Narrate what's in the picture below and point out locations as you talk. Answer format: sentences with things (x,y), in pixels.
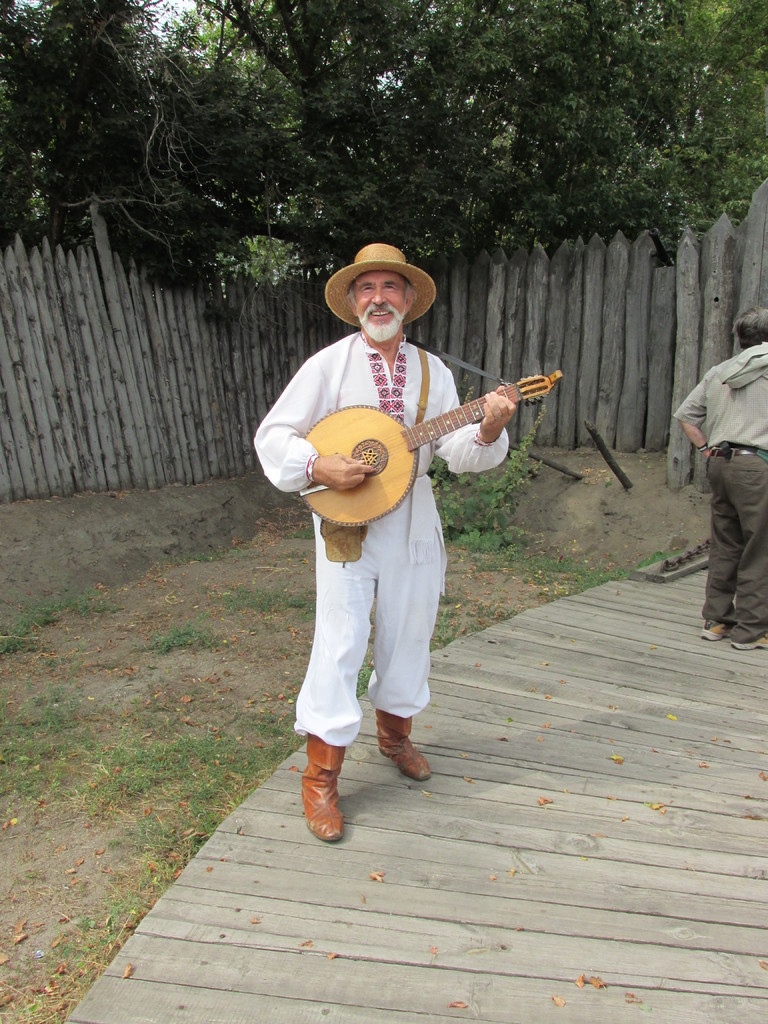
This picture describe about a man (333,819) wearing white dress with brown shoe (318,812) is standing on the walking path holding the lute (519,392) and smiling, Beside we can see men (748,596) wearing grey t-shirt (744,400) and pant (730,520) is standing, Behind we can see the wooden fencing (619,303) and trees (544,100).
